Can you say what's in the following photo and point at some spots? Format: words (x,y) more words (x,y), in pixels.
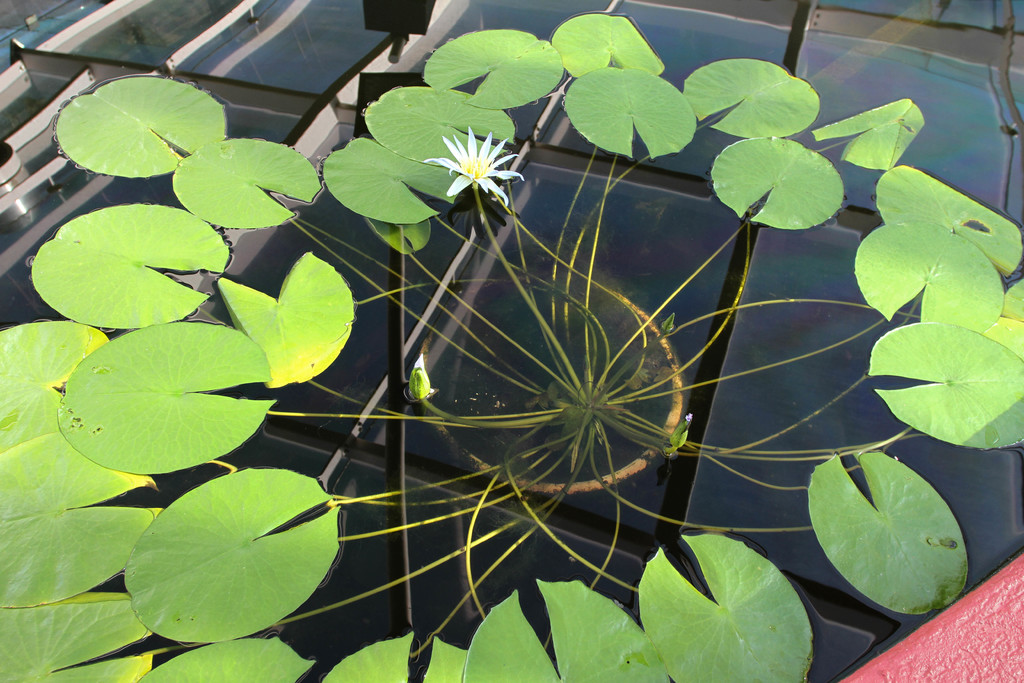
In this image we can see a pool (736,415). In the center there is a flower (475,169) and we can see leaves (897,409) on the water (812,560).
